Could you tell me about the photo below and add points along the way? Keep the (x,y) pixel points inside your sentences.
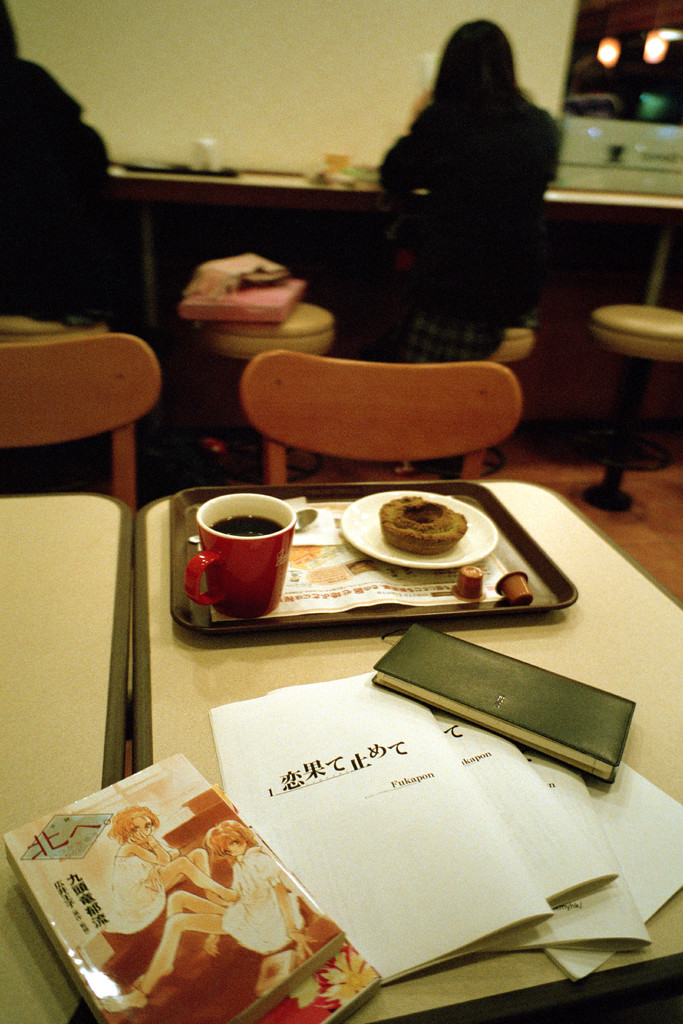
inside the room (322,275) there is many chairs (493,434) and tables (573,621) are there and a woman (430,202) is sitting on a stool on the table (656,596) there are so many things (431,822) are there like books (193,924), papers (422,822) and cup (259,568), plate (358,542) and tray (389,608). the woman (493,199) is doing something.
